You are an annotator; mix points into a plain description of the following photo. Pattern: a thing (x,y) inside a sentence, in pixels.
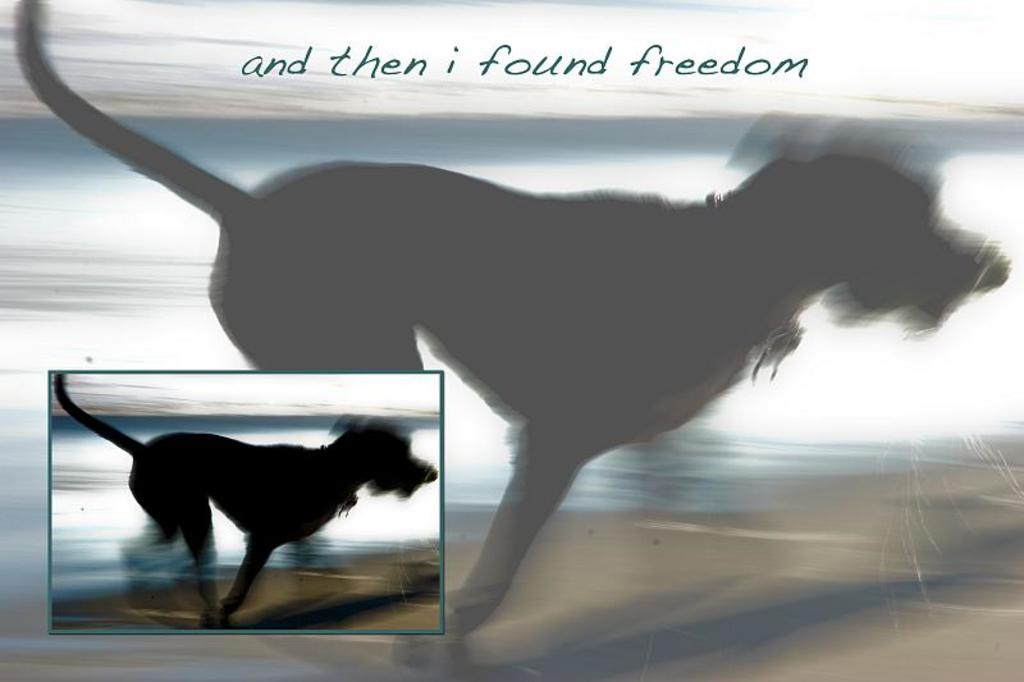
This is an edited image and the image is also blurred. In this image, on the left side (221,486), we can see a dog (262,519) running. In the middle of the image (482,385), we can see a dog (473,314) running. At the top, we can see some text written on it.
